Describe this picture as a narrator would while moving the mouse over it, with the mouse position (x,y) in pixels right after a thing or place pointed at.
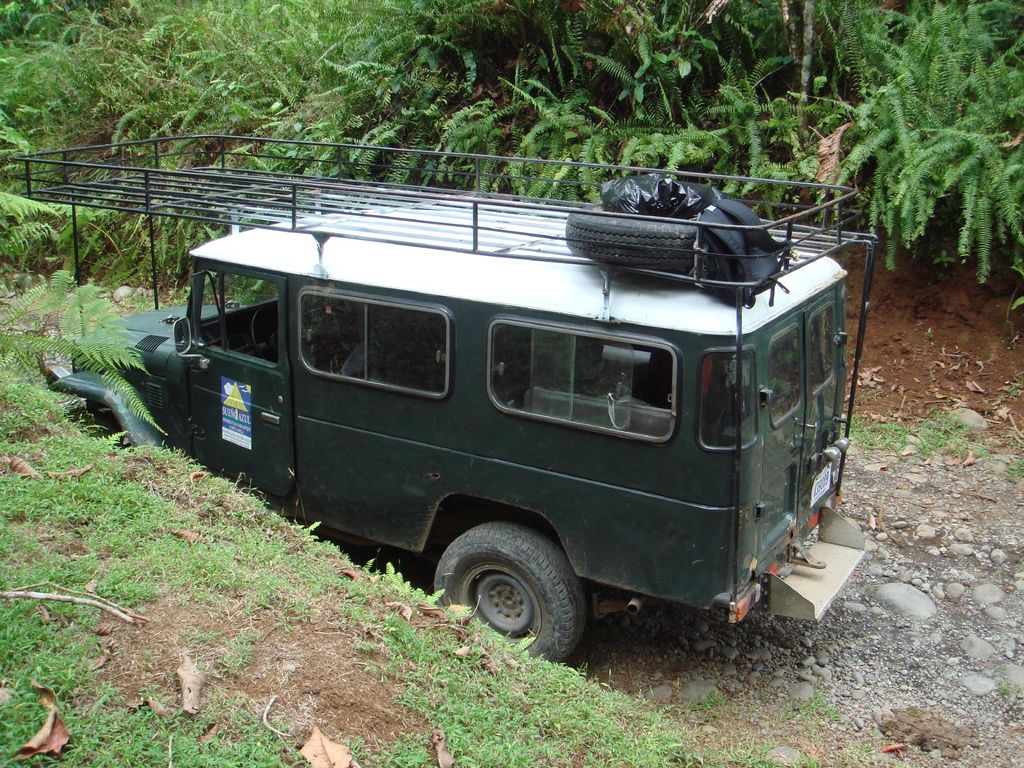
In this image we can see a vehicle (492,371). There are some trees (426,162), plants (397,156), stones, leaves (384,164) and grass (245,507) on the ground (249,650).
